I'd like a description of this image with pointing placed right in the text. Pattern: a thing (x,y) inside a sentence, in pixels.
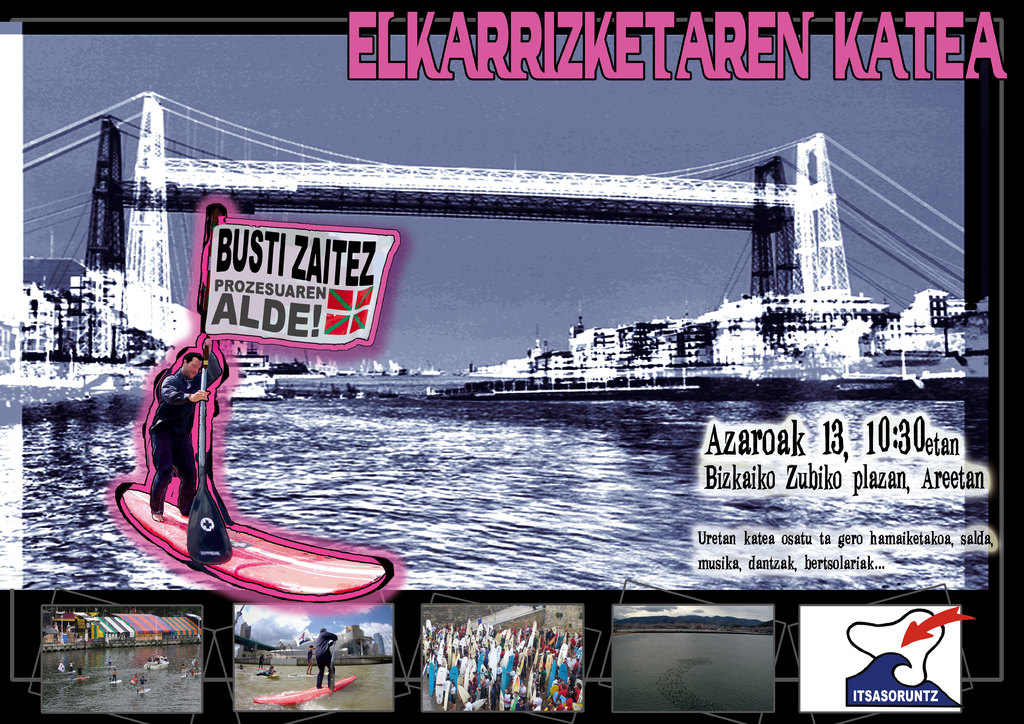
This is an edited image. At the bottom (163,661) there are few pictures (138,672) of people (312,659), buildings (376,646) and water (122,674). On the right side (933,533) there is some edited text (763,541). On the left side (180,401) there is a cartoon image (178,435) of a person (164,432) who is holding a paddle (208,536) and standing on a boat (255,558). In the middle of the image (469,446), I can see the water (292,407). In the background (100,341) there are few buildings (709,357) and a bridge (377,187). At the top of the image (420,126) I can see the sky (440,128) and also there is some text (719,29).
